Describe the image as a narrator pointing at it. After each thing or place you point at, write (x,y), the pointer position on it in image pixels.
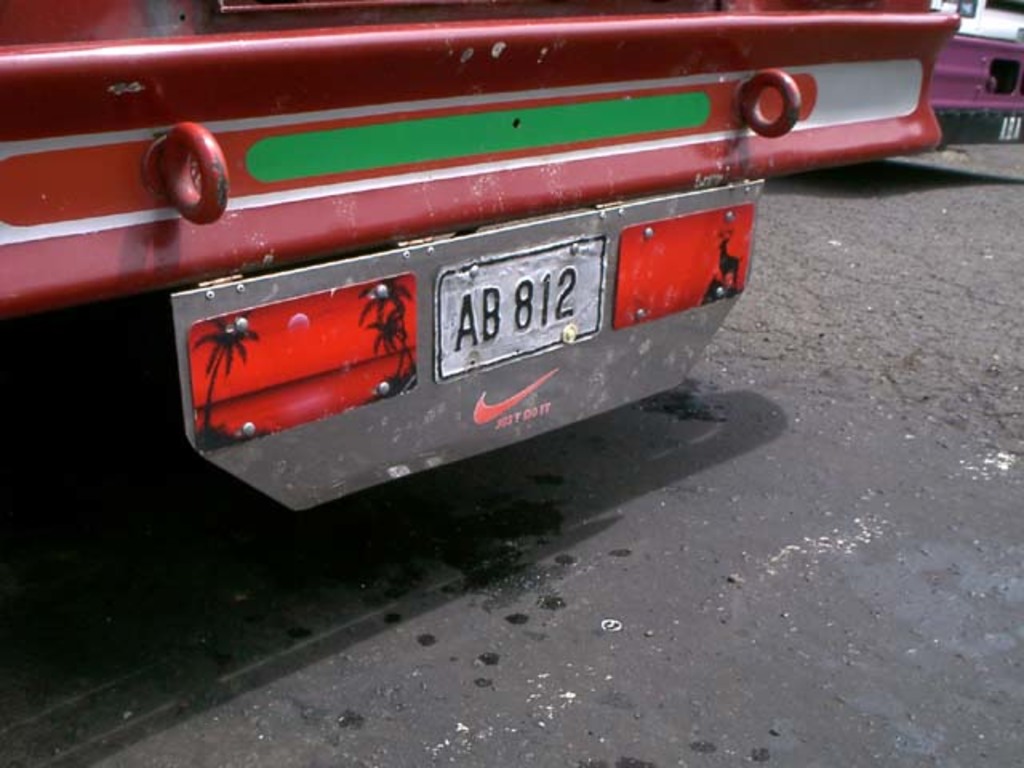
In this image I can see the ground (724,574) and a vehicle (758,157) which is red, white and green in color on the ground (714,607). I can see the number plate (478,306) of the vehicle (378,410). In the background (966,101) I can see another vehicle (941,111).
